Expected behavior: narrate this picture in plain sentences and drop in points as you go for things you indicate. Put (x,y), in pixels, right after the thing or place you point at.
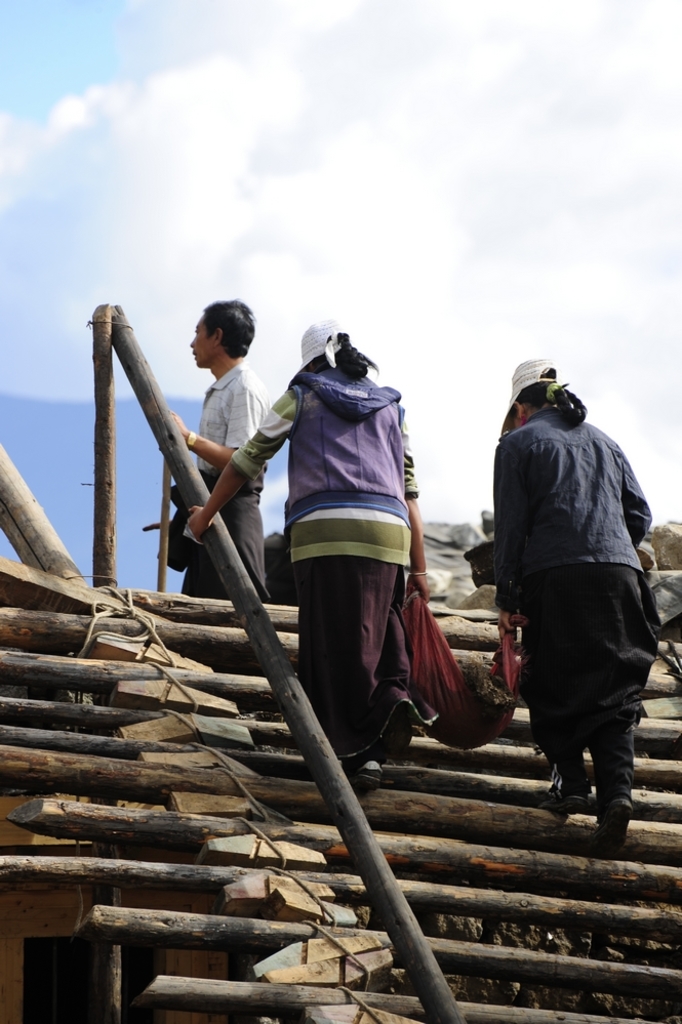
In this image there are a few people (347,655) climbing stairs (388,807) made with wooden logs (143,834).
